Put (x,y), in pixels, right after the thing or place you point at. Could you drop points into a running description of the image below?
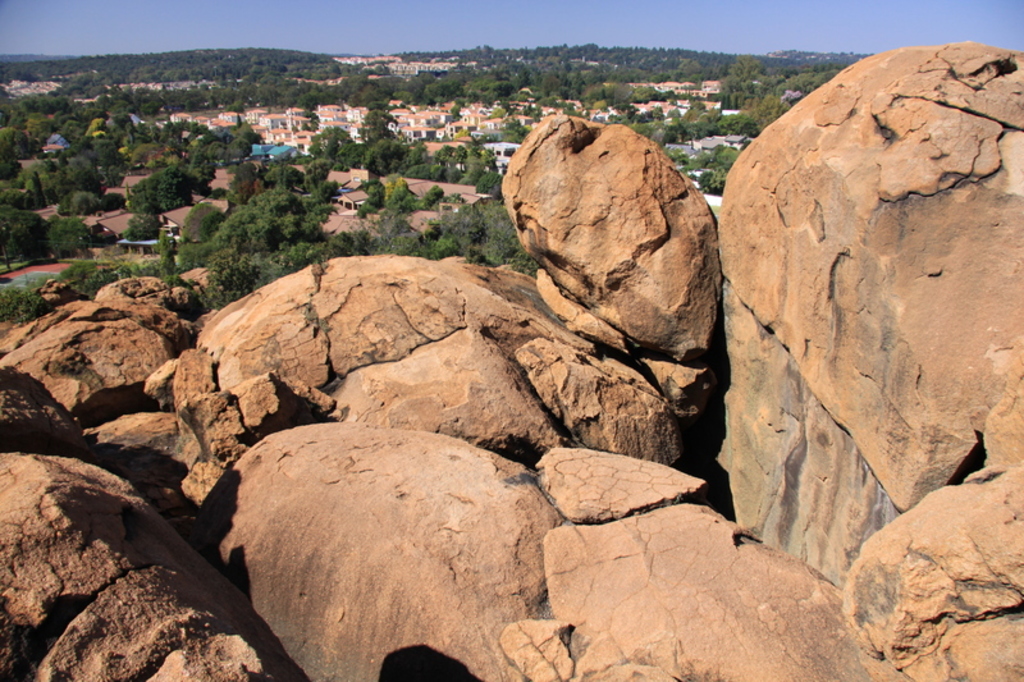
In the background (488,44) we can see the sky (859,12). In this picture we can see buildings (426,68), trees (314,212), rooftops (340,214) and mountains (538,65).
